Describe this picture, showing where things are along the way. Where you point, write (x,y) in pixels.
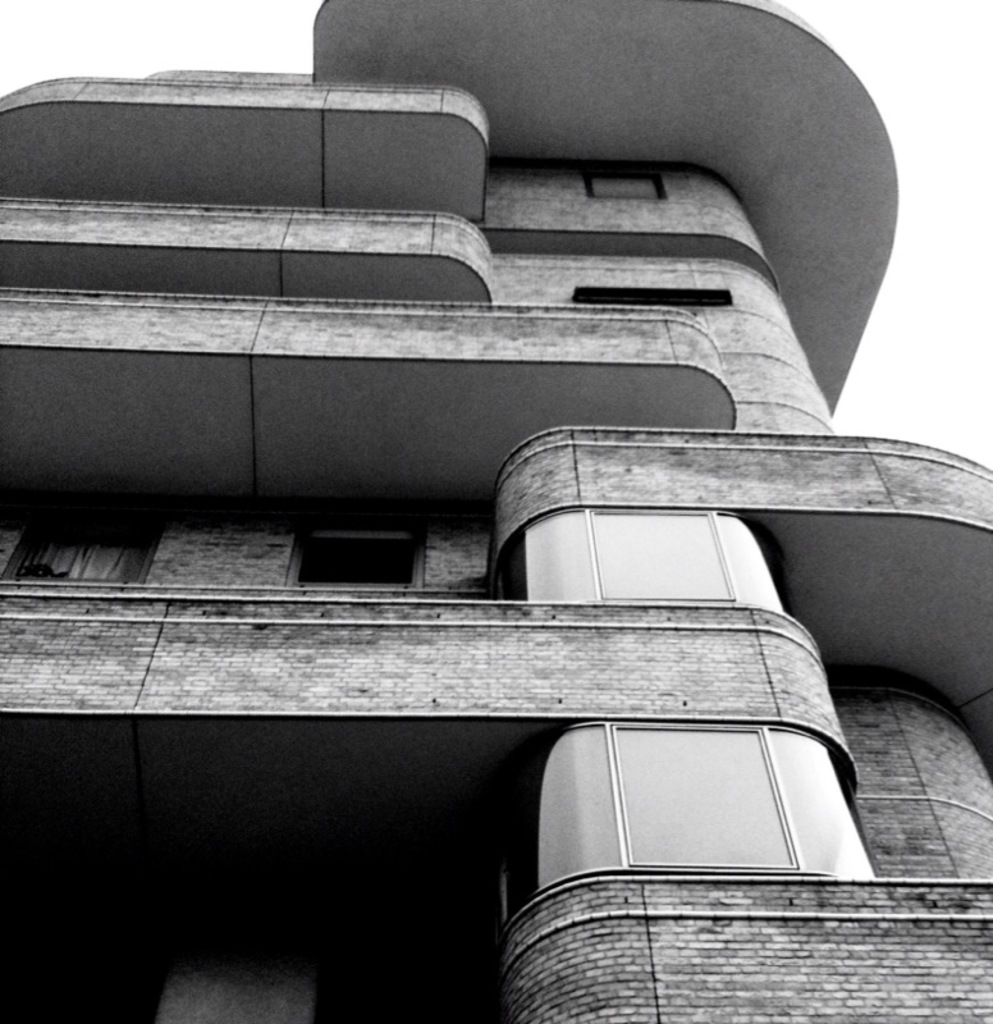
This is a black and white image and here we can see a building (508,688).
